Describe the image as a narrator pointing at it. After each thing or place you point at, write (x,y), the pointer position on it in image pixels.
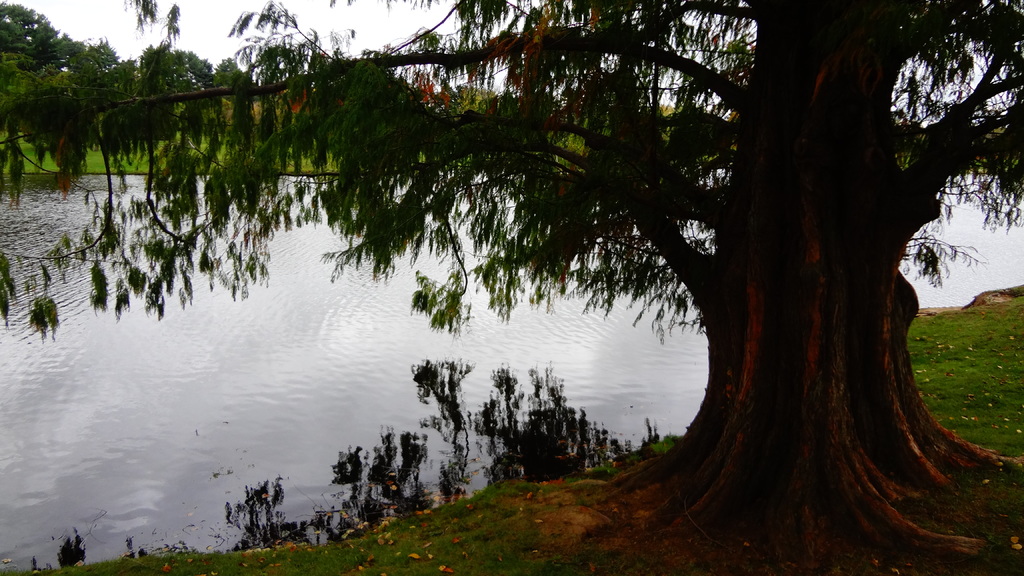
On the right side (815,100) it is a tree (921,219). On the left side (318,401) this water (330,398). At the top (227,55) it is the sky (231,39).
